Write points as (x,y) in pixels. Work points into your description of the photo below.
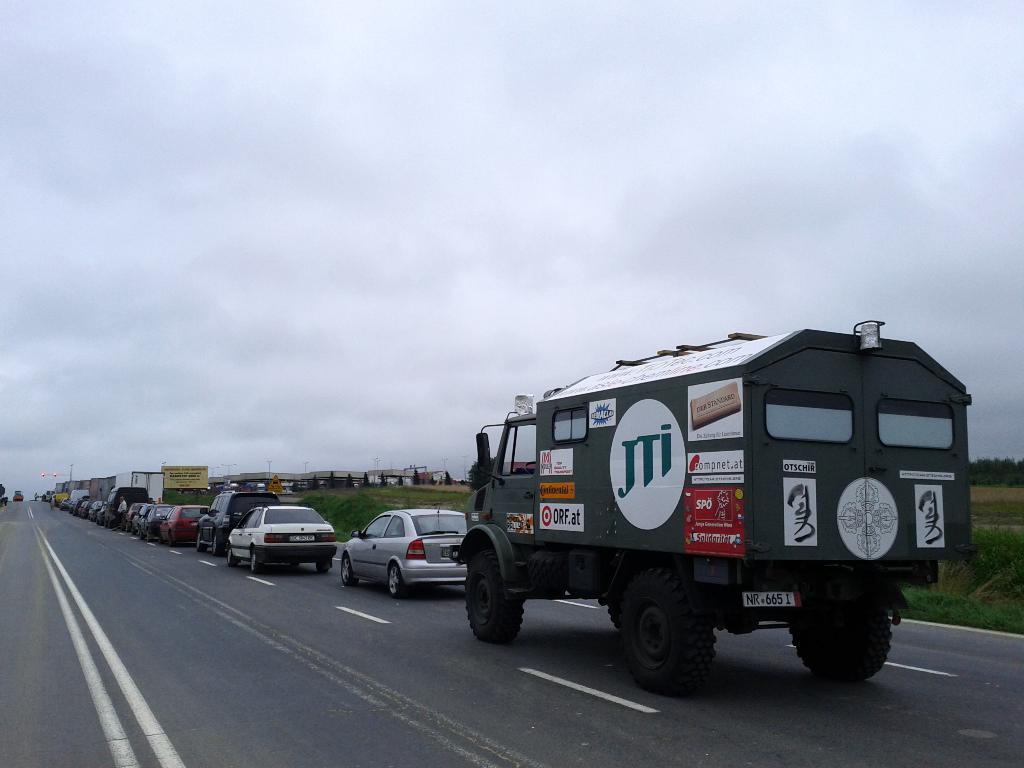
In the picture I can see vehicles (342,576) on the road (373,586). In the background (174,493) I can see the sky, trees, the grass (369,503), boards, street lights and some other objects (237,485).
